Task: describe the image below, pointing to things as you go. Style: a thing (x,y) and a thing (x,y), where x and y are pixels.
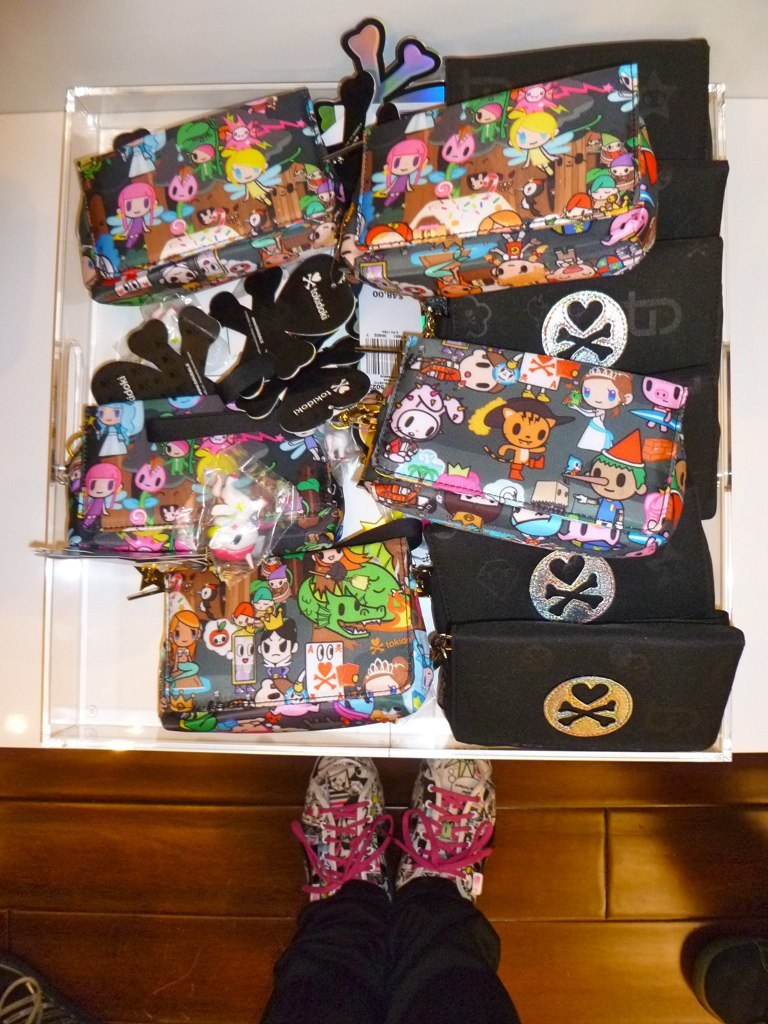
This is a box (280,751) of hand bags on a table (17,544). here we can see a hand bag (234,278) with cartoon pictures (180,238) on it and a black colour hand bag (493,617) and we can see shoe (380,789) of a person (393,953) standing.
